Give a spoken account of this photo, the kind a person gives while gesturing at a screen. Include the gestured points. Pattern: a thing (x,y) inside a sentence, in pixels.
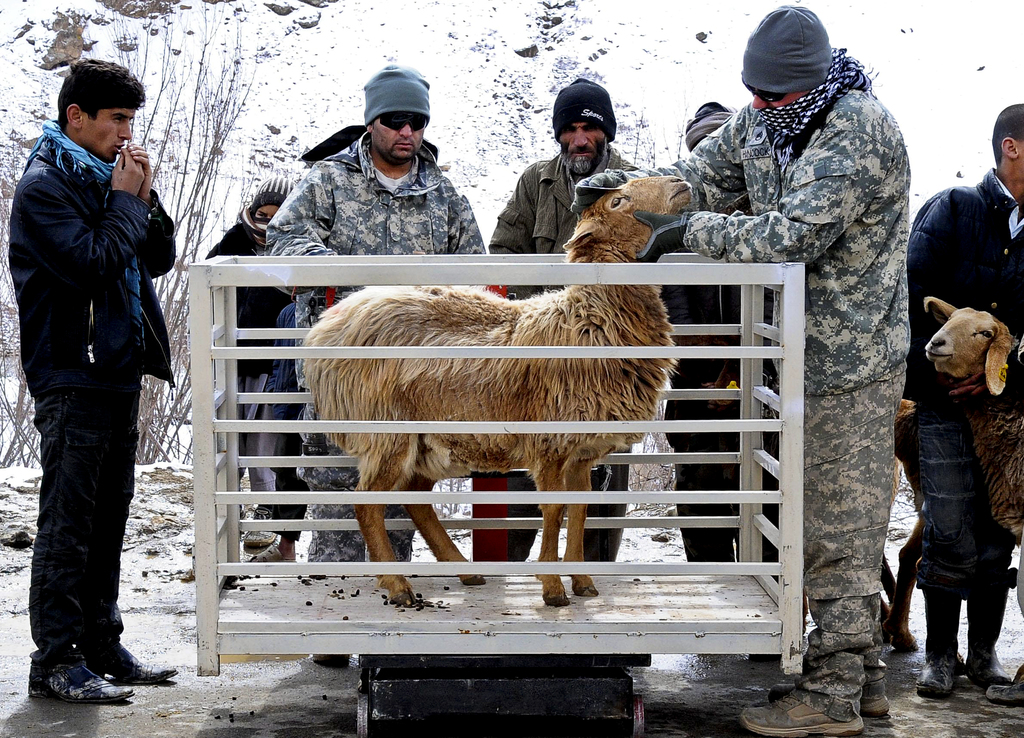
In this image there is a metal cage (323,497) on which there is a sheep (612,312), around the cage (272,400) there are few people (896,152), on the right side (964,387) there is a person (1017,163), sheep (1004,435), on the left side (34,455) there is a dry plant (148,427).
